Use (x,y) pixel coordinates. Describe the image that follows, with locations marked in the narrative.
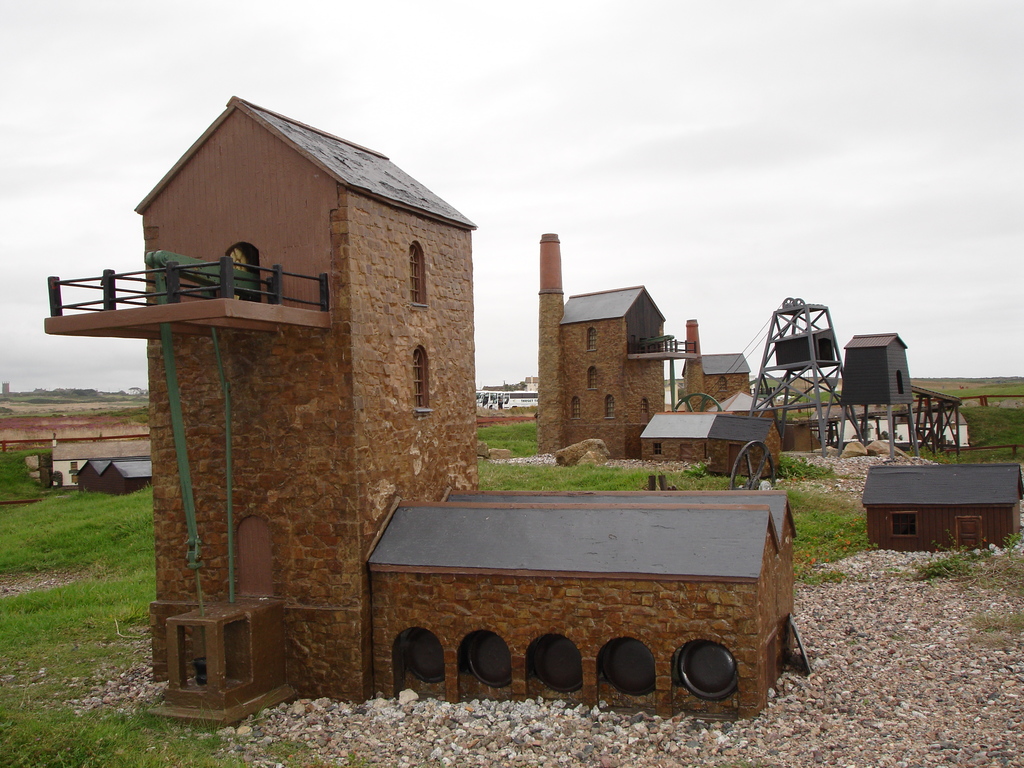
In this image we can see the houses (882,391) and also some objects (863,432) and stones (920,754) and grass (147,526). We can also see the sky (477,114) in the background (556,62).
